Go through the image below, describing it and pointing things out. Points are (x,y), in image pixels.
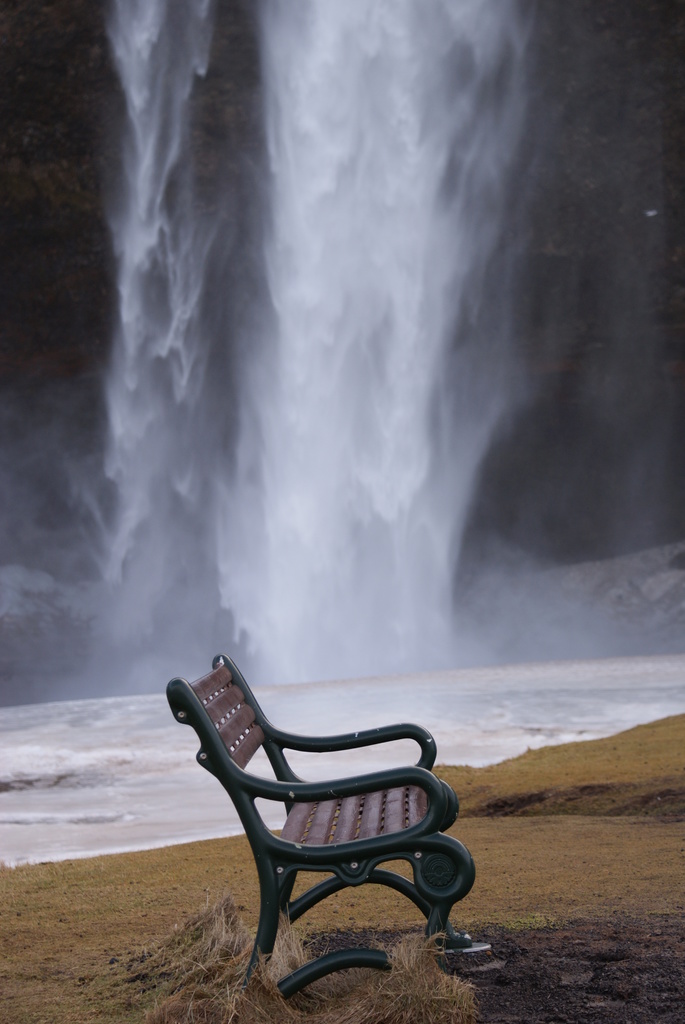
In the image we can see the bench (289,875) and dry grass (282,920). Here we can see water (472,740), waterfalls (271,431) and the background (217,345) is slightly dark.
